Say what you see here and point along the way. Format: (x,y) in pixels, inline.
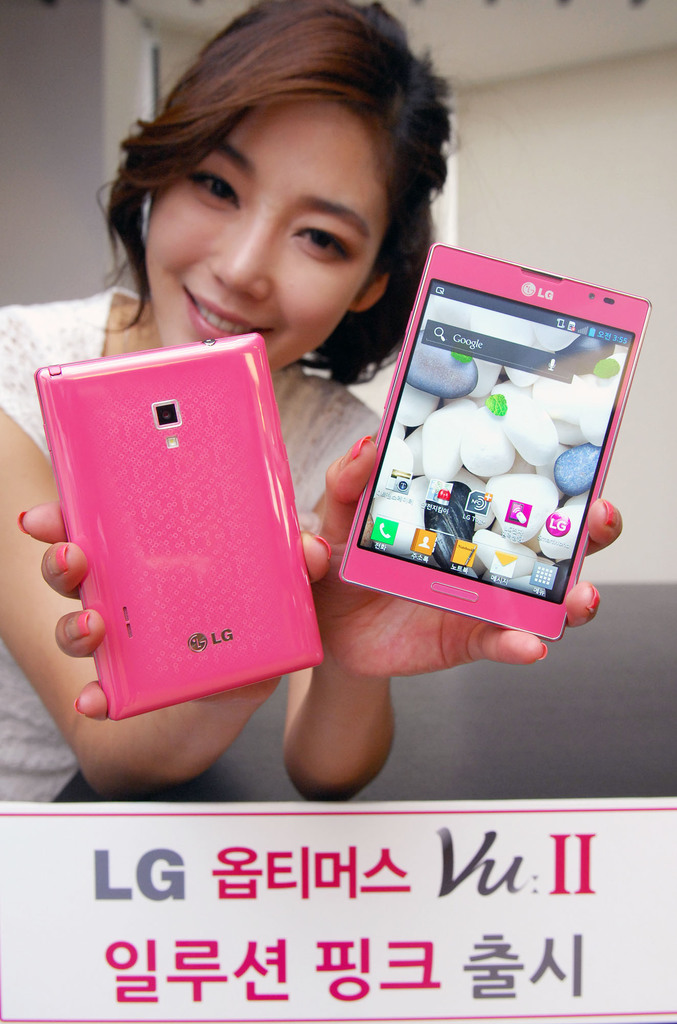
There is a woman (86,319) in white color shirt (93,331) smiling and holding two pink color mobiles (466,396). In front of her, there is a black color table (568,760). In the background (613,163), there is a white color wall (641,184).
